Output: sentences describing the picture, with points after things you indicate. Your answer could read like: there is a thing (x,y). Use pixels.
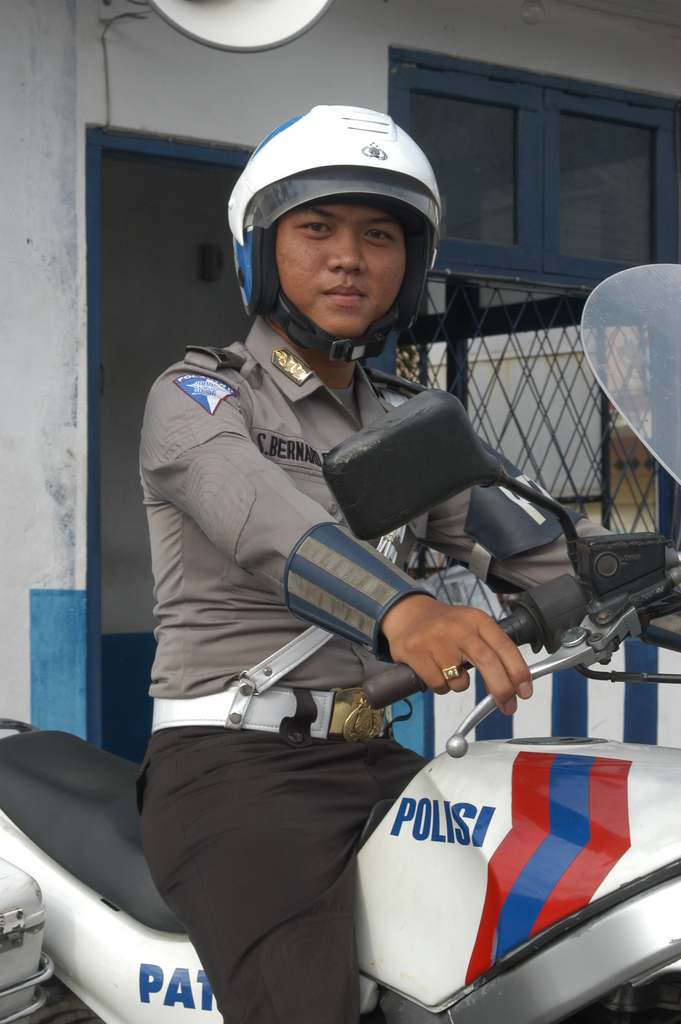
In this image we can see a person (305,583) wearing uniform (277,679) is sitting on the bike (515,869).
